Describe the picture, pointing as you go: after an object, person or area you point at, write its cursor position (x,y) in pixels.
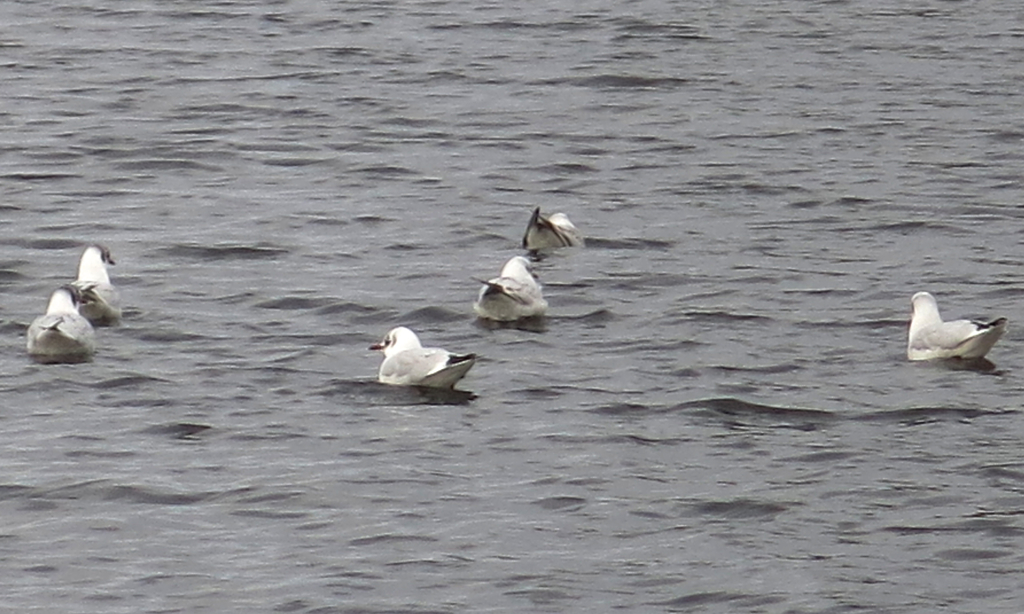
In the picture we can see water (864,443) with some birds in it which are white in color with black tails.
